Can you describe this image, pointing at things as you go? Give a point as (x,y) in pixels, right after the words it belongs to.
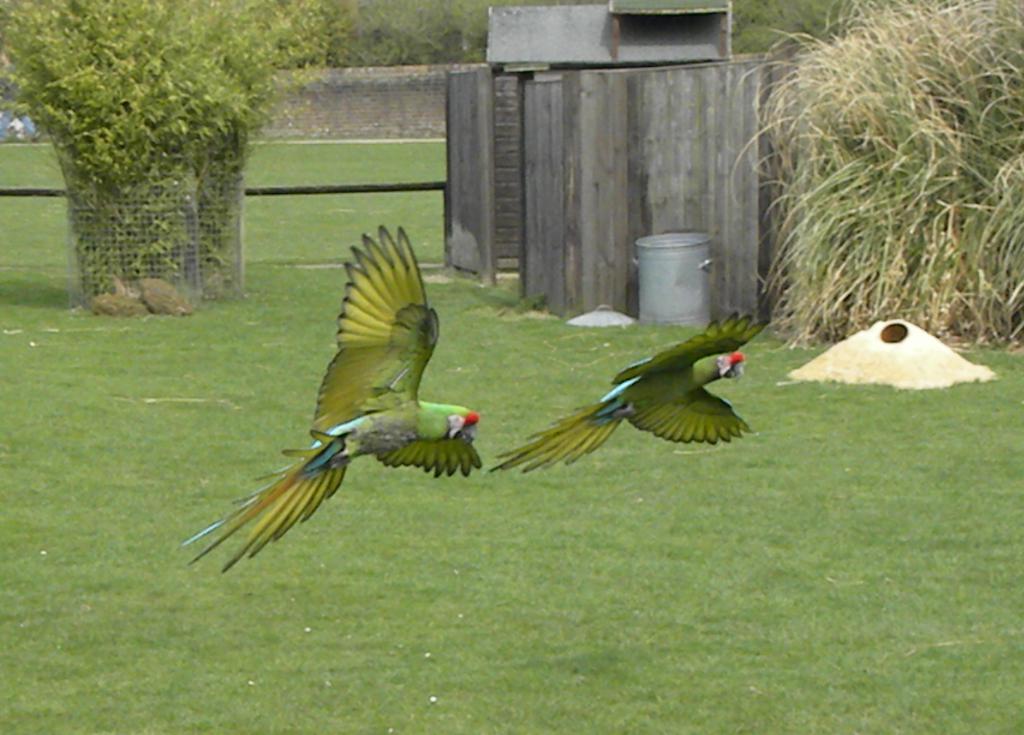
This picture is taken from the outside of the city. In this image, in the middle (432,418), we can see two birds (404,424) which are flying in the air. On the right side (954,46), we can see some plants (993,121) and trees (993,176). On the right side (706,42), we can also see a wood house (531,188) and a water drum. On the left side (149,186), we can also see some trees (226,135) and plants (149,88), net fence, trees (291,25), plants (463,31), at the bottom (834,621), we can see a grass (763,729).
